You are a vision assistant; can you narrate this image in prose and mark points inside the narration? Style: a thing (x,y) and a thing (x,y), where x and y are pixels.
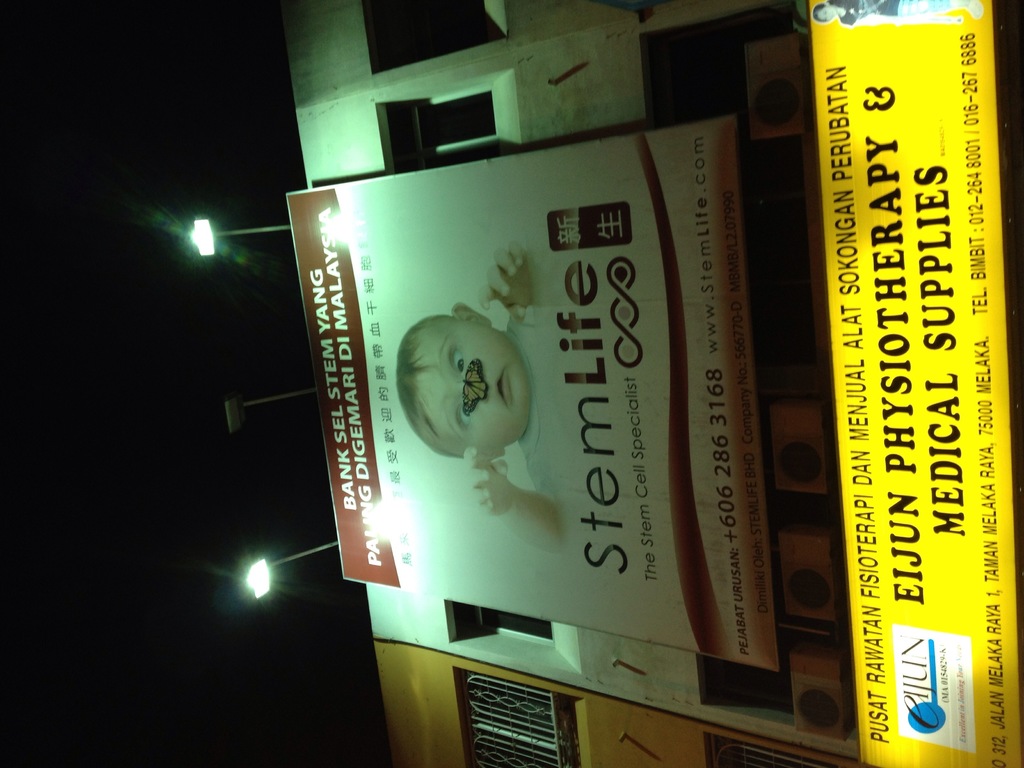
In this image I see the buildings (633,49) and I see 2 boards (717,321) on it and I see something is written and I see a picture (451,352) of a baby (496,352) over here and I see a butterfly (480,380) on the baby's nose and I see the lights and it is dark in the background (220,645).
